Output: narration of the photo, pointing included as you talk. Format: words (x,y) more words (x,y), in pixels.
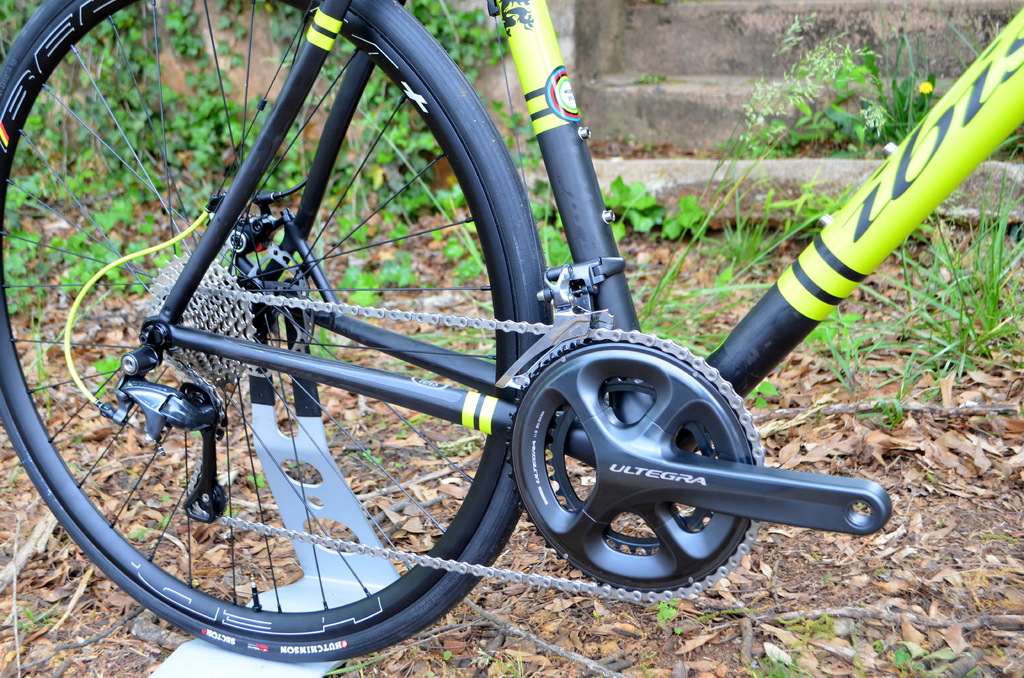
Here I can see a bicycle (125,398) on the ground (655,634). In the background (608,176) there are some plants (184,122) and a wall (677,74). On the ground (835,646), I can see some sticks (844,616) and leaves (898,453).
